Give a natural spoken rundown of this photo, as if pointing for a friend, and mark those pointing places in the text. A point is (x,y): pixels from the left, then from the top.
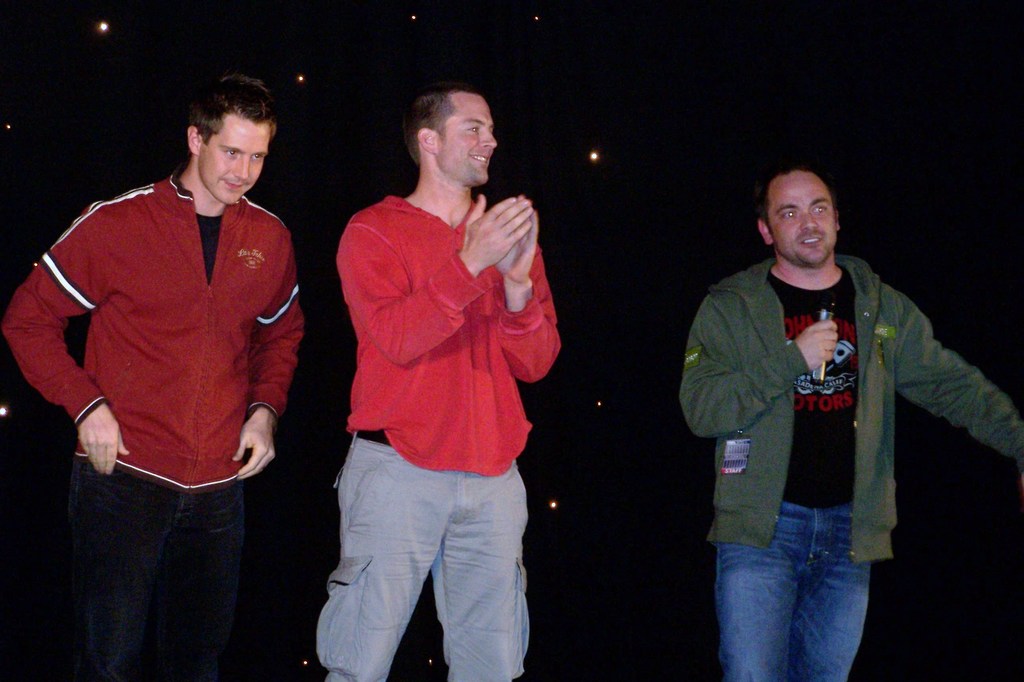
In this image there are three man (204,405), a man (760,396) holding a mic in his hand (826,332), in the background (705,47) it is dark.
